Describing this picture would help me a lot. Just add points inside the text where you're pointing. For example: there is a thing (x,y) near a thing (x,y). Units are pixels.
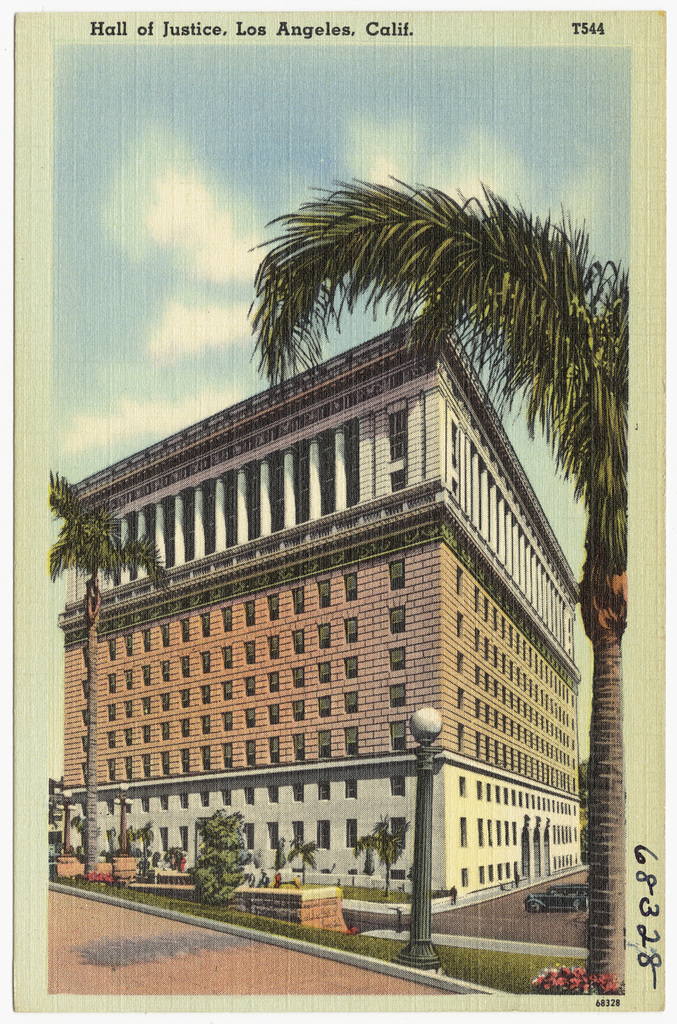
In the foreground of this poster, there is a building (396,764), street light pole (426,784), path (136,986), trees (606,867), sky (177,291) and the cloud (171,229).
